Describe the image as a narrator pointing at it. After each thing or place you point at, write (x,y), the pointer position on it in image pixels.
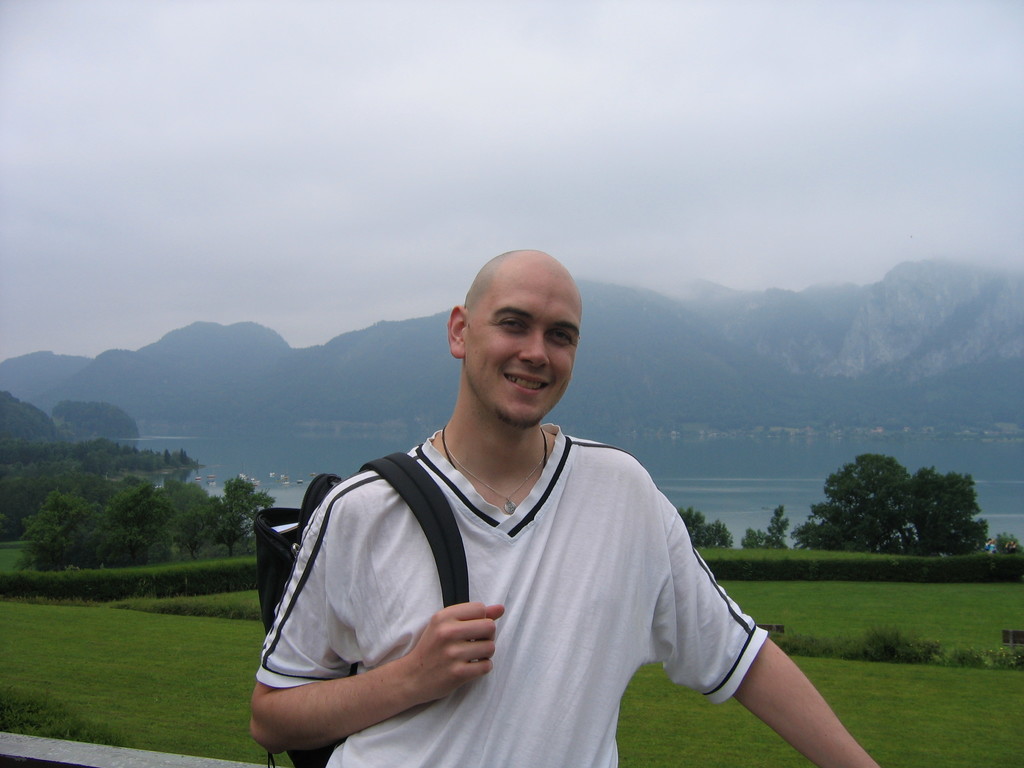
In this picture we can see a person (544,520) holding a bag (418,488), behind we can see grass (867,607), trees (918,491) and hills (742,411).
